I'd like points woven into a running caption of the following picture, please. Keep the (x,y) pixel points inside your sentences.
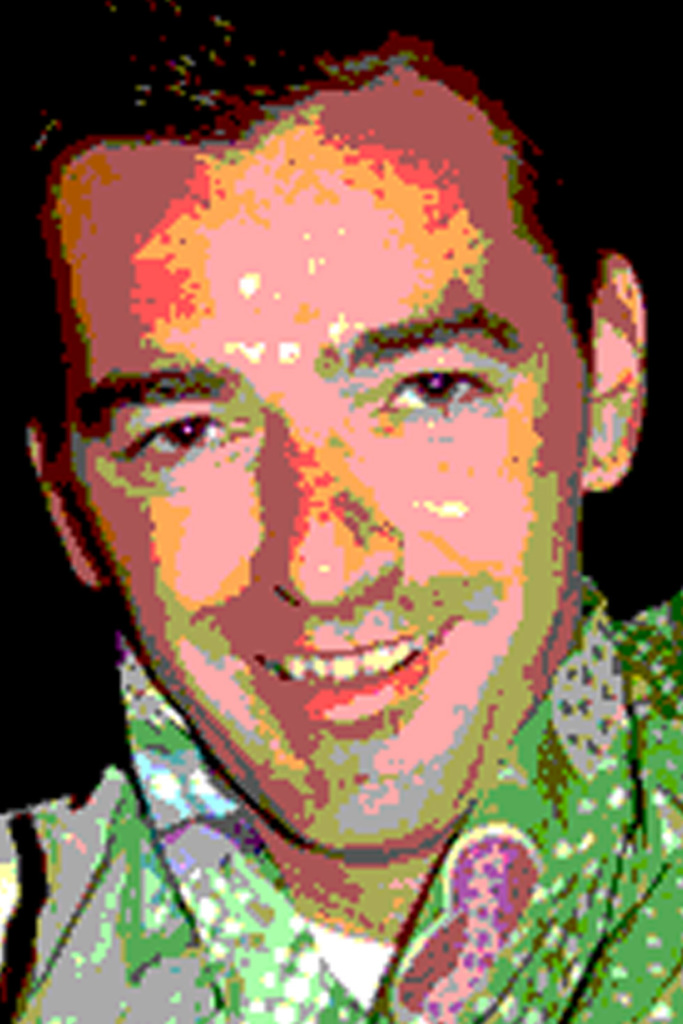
This is an edited image. In this image we can see a man (407,503). In the background (566,5) it is dark.
